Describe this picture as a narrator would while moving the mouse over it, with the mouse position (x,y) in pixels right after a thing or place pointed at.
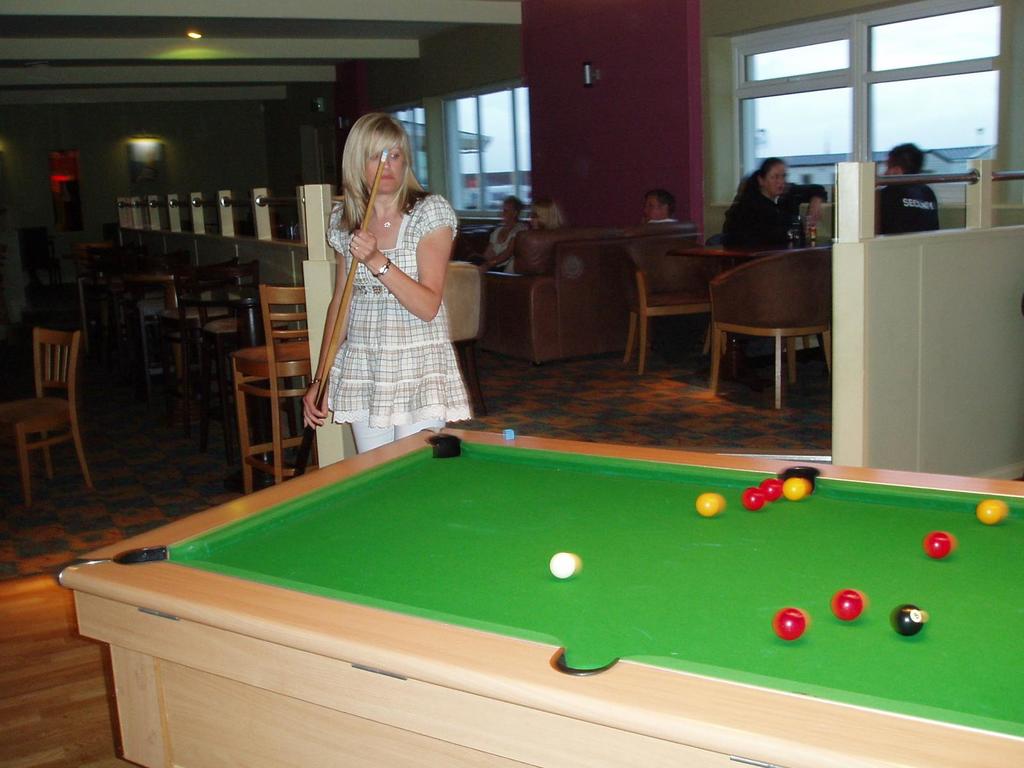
Here we can see a woman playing a snooker (950,581). There is a man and a woman (793,197) are sitting on a table (743,251) on the right side (752,186). Here we can see a three (488,244) who are sitting on a sofa (563,255).
